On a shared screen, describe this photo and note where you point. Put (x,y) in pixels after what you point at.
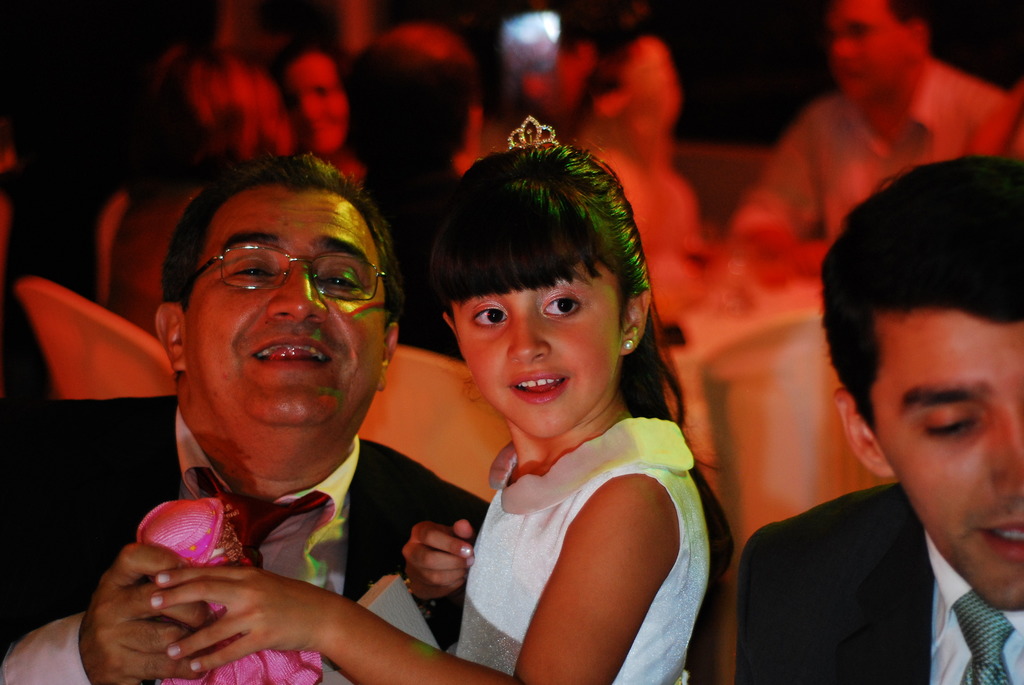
In this image, we can see people (914,331) wearing clothes (659,483). There is a person (236,425) in the bottom left of the image (140,467) holding a doll (205,529) with his hand (115,564). In the background (127,120), image is blurred.
